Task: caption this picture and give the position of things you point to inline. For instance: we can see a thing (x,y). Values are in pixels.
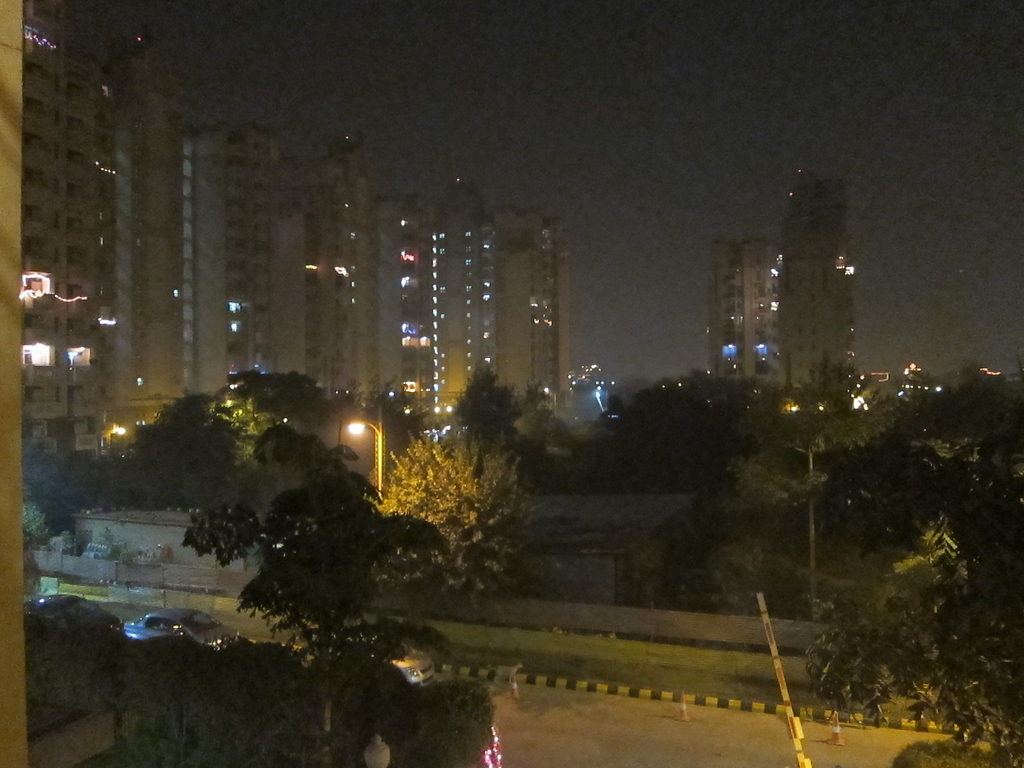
In this picture we can see a road (557,740) with trees (447,708), plants (433,704), grass (482,631), light poles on either side. In the background (89,393), we can see many buildings (295,252) and lights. The sky (906,315) is dark.
